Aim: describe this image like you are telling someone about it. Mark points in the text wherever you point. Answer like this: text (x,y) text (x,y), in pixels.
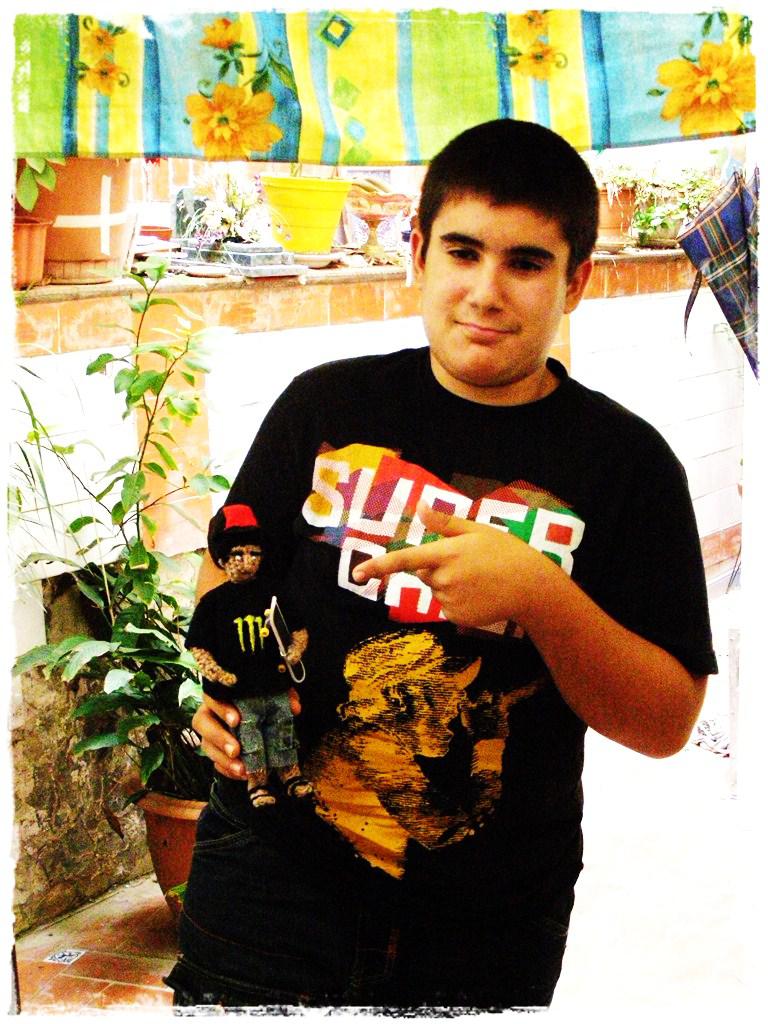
In this image we can see a person (461,655) wearing the black color t shirt (437,476) and holding the toy (235,685). In the background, we can see the flower pots (331,223). One is on the path (145,937) and the rest flower pots (329,198) are on the wall (89,316). We can also see the clothes (654,101).
